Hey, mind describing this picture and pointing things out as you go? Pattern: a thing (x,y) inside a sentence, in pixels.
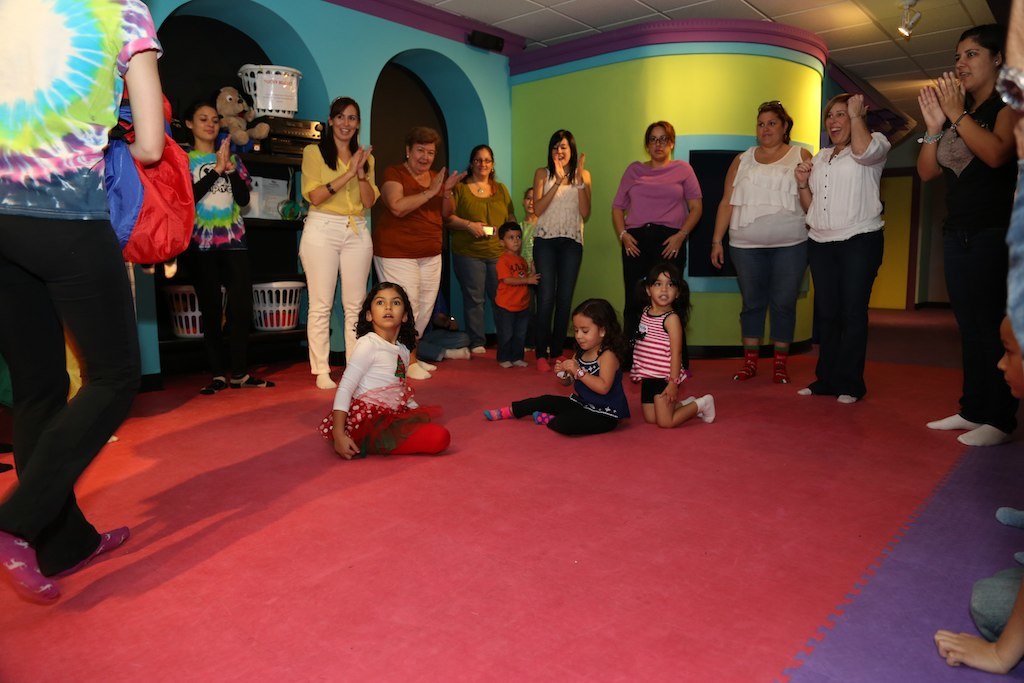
In the middle of the image (601,408) few girls (655,278) are sitting. At the top of the image (954,146) few people (961,276) are standing and smiling. Behind them there is a wall (806,74). At the top of the image (564,4) there is roof (917,38) and light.
